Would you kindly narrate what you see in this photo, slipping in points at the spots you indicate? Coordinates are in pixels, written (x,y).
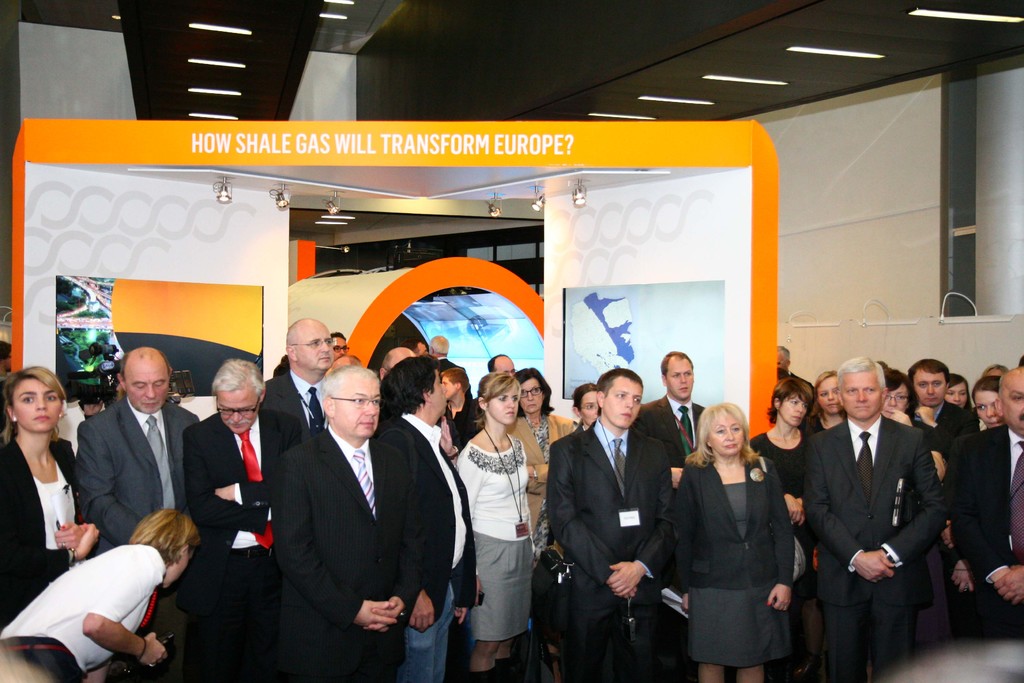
In this picture I can see number of people (440,500) standing in front (260,656) and I see that most of them are wearing formal dress (381,638). In the center of this picture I can see the lights (220,199) and I see something is written on the yellow color thing (379,126). On the top of this picture (207,62) I can see the lights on the ceiling (208,42) and in the center (572,303) I can see few pictures (260,331).
